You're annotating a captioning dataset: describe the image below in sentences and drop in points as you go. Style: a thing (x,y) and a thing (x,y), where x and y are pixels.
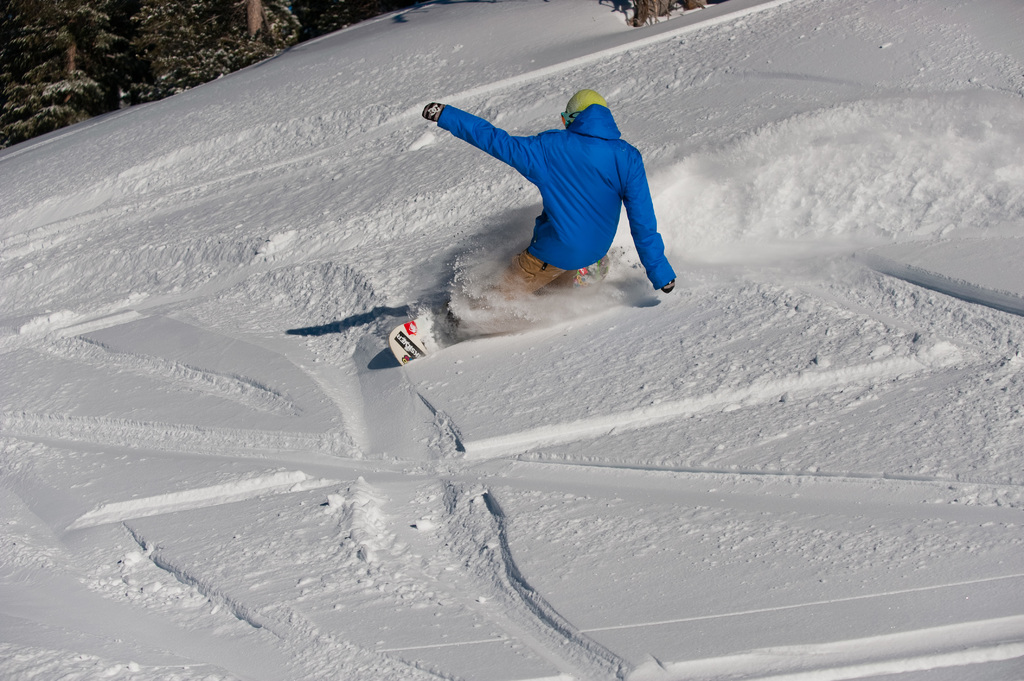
In this image I can see a person (638,190) wearing a blue color jacket (638,190) and standing on a snowboard (415,356) and I can see a snow (415,443) on the floor (767,394) and in the top left (124,54) I can see trees (193,49).
